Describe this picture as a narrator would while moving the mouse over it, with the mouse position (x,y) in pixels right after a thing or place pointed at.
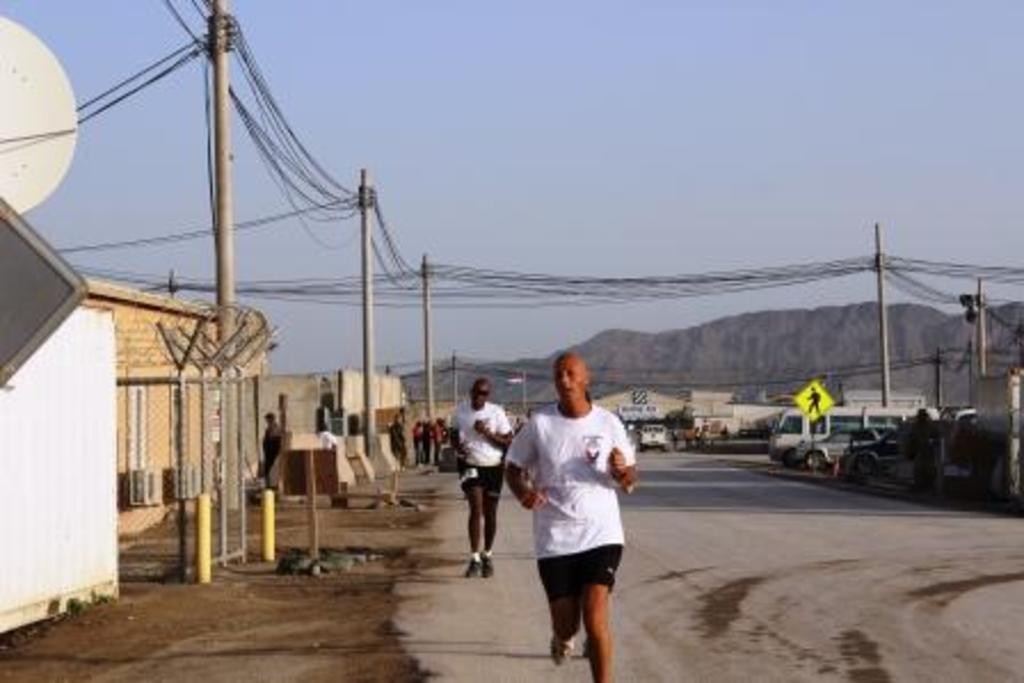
This image is taken outdoors. At the top of the image (314,220) there is the sky (599,170). At the bottom of the image (453,624) there is a road (725,628). In the background (642,382) there are few hills (671,367) and there are a few houses (665,401). A few vehicles (655,431) are parked on the road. On the left side of the image (165,471) there are few houses (93,462) with walls (98,457), windows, doors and roofs (158,310). There are a few poles (228,184) with wires (386,236). A few people (422,446) are standing on the ground (411,494). There is a sign board (26,236). In the middle of the image (520,438) two men (580,470) are running on the road (708,658). On the right side of the image (877,418) a few vehicles (820,418) are parked on the road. There are a few poles (885,293) with wires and there is a sign board (807,405).
